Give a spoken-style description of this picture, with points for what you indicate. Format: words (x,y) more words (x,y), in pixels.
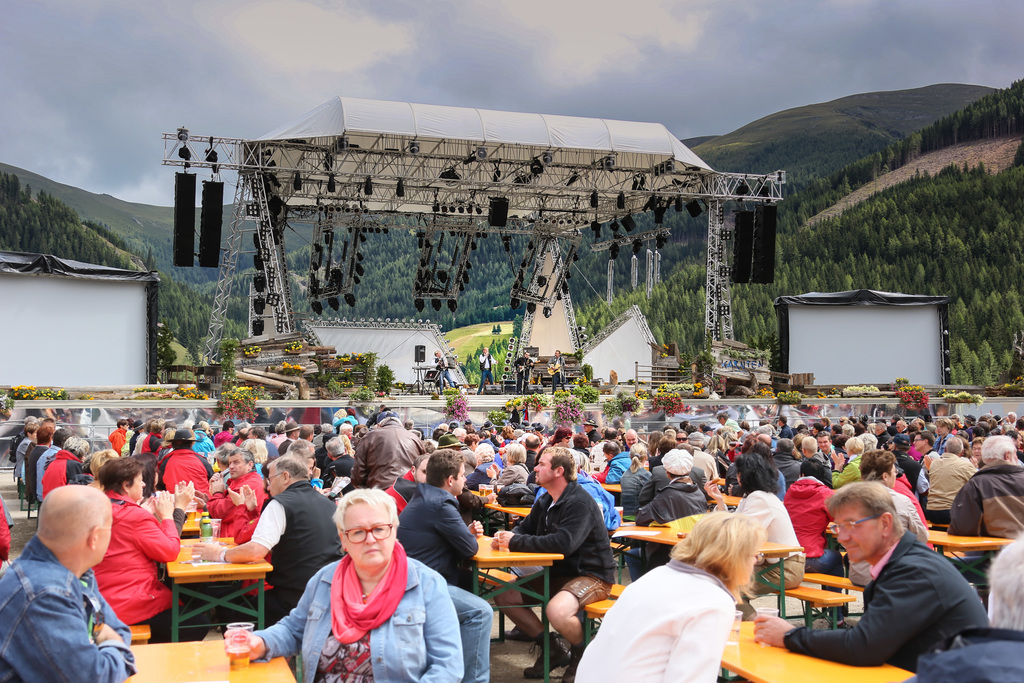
In this image I can see number of people (47,434) are sitting on benches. I can also see few tables (551,554) and on it I can see number of glasses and a bottle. In the background (592,278) I can see number of trees (1014,127), a stage (462,324), number of plants (6,401), number of lights (643,182), speakers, clouds (604,91) and the sky (235,52). I can also see screens (48,307) on the both sides of the image.
